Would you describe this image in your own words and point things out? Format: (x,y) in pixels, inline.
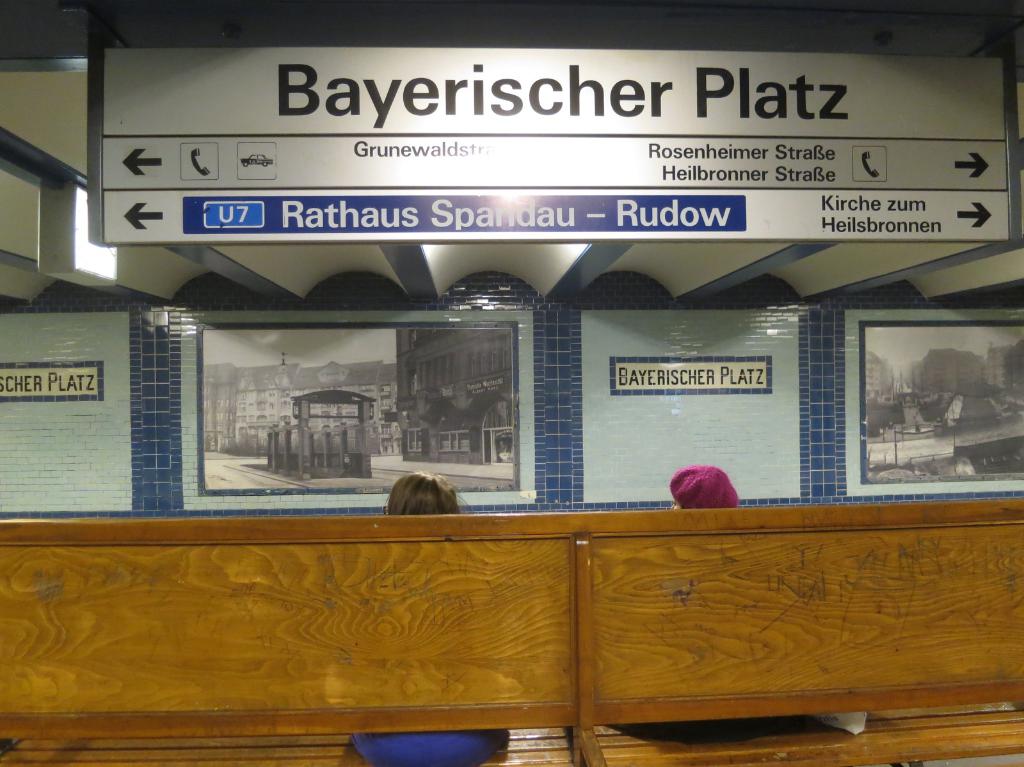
In this image there are two people (434,489) sitting on the bench (417,567), there are boards (194,126) hanging from the roof (138,23) in which there are symbols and some text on one of the boards (347,168), there is some text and art (481,429) on the wall (68,310).
